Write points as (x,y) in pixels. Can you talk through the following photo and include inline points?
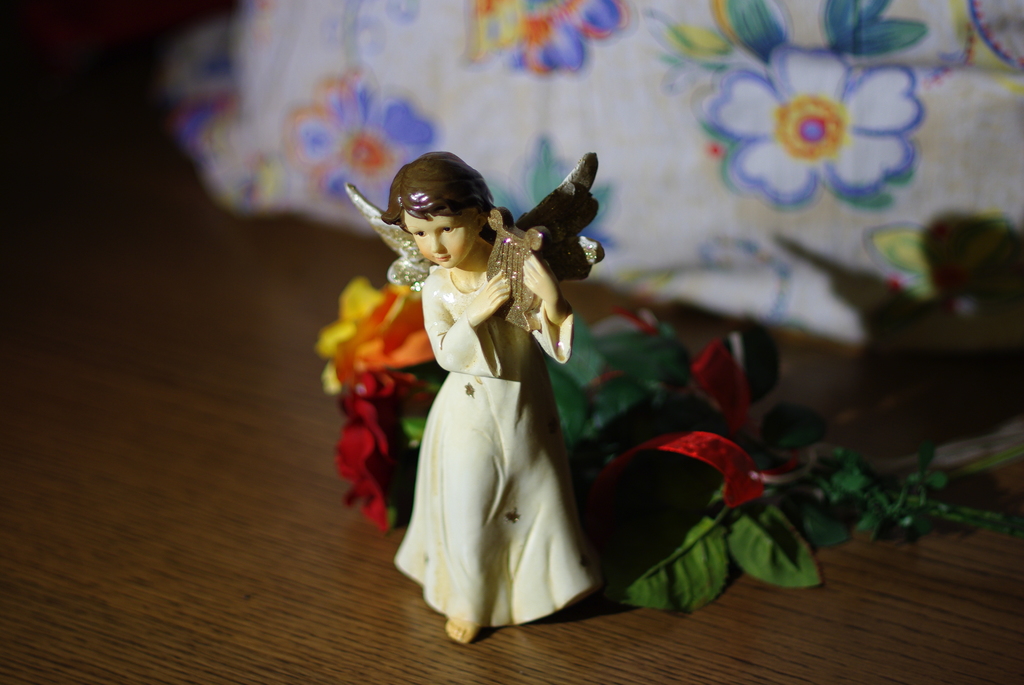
In the center of the image (391,303) there is a toy (470,294) and flowers (397,482) on the table (122,330). In the background of the image (214,44) there is a cloth (279,156) with flowers (879,118) on it.
